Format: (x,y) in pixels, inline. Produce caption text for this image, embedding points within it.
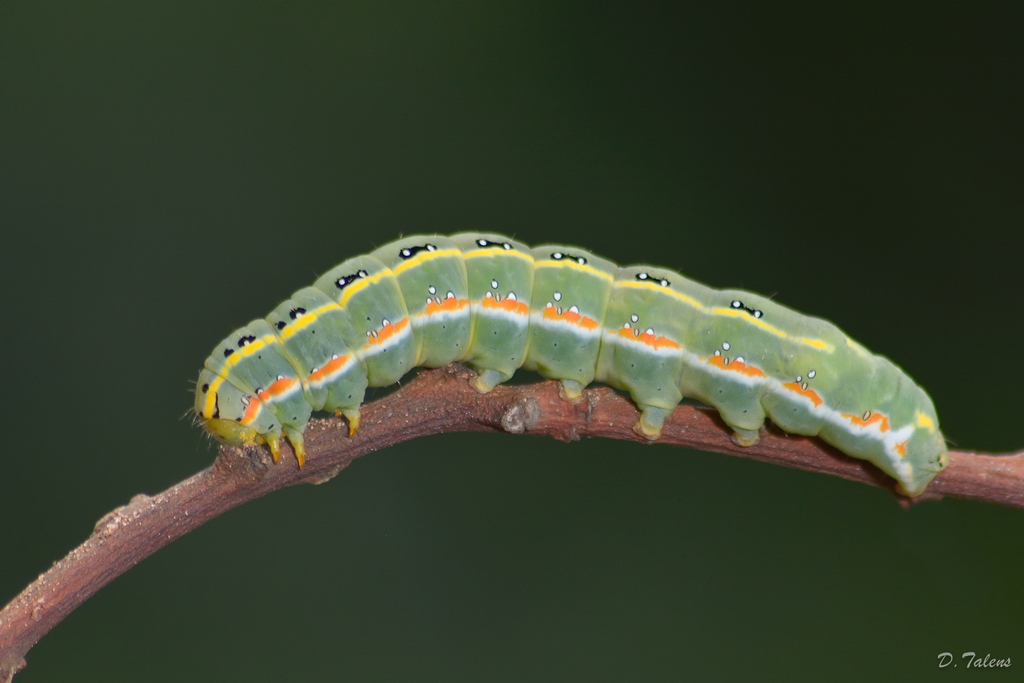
In this picture there is a caterpillar (570,335) on the stem (348,440). At the back (349,145) there is a green color background (479,622). At the bottom right (970,657) there is text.
